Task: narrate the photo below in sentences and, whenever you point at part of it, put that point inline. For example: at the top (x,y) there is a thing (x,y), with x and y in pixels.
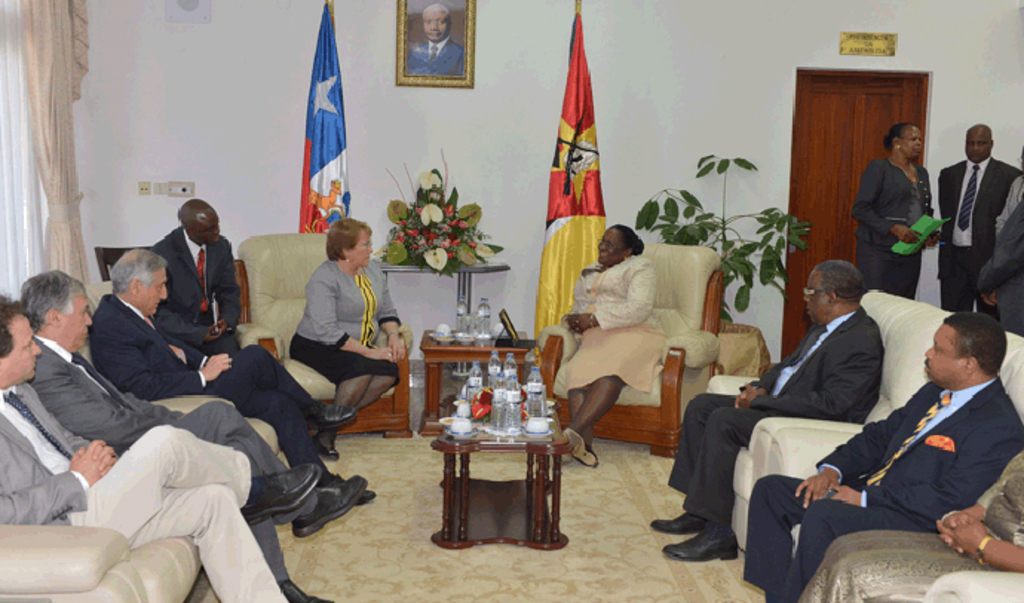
In the given image we can see many people (573,377) are sitting on a sofa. There are three more people (935,233) who are standing. There are two flags (327,101) of different countries. This is a plant (704,235). There is a photo frame (425,51) stick on a wall (430,107). There is a table (483,451) in between and bottles (505,406) are placed on the table (478,413).
